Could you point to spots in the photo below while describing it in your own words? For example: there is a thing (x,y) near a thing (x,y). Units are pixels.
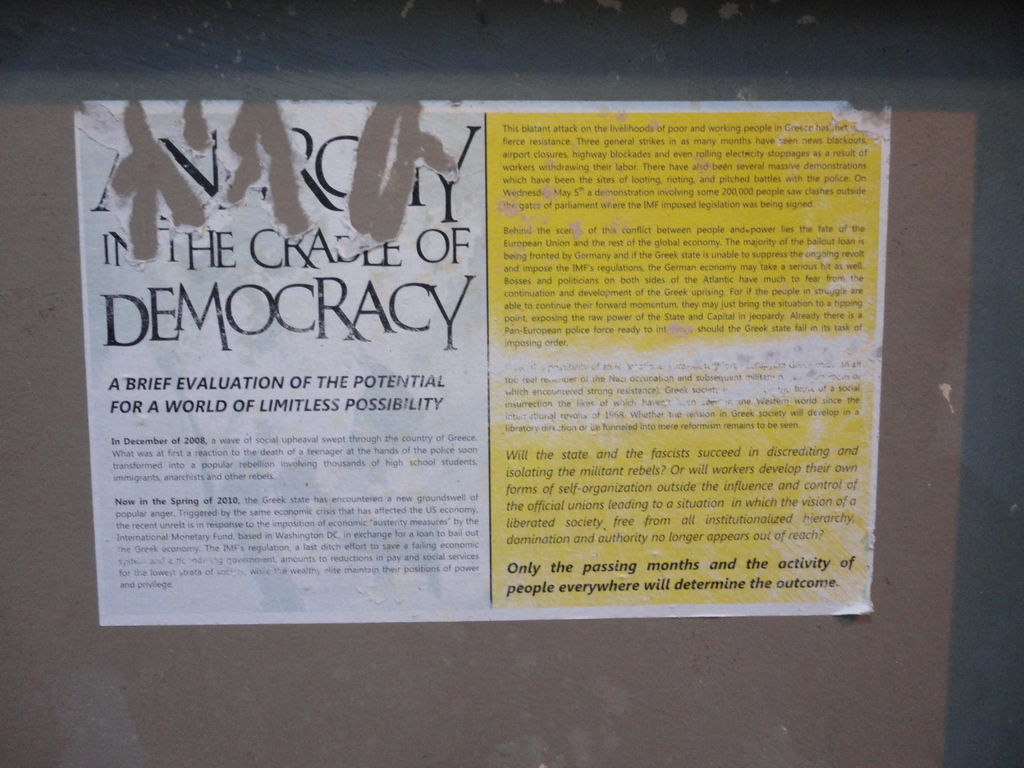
In this image we can see posters (343,465) on board (300,220). Something is written on the posters (267,484).
